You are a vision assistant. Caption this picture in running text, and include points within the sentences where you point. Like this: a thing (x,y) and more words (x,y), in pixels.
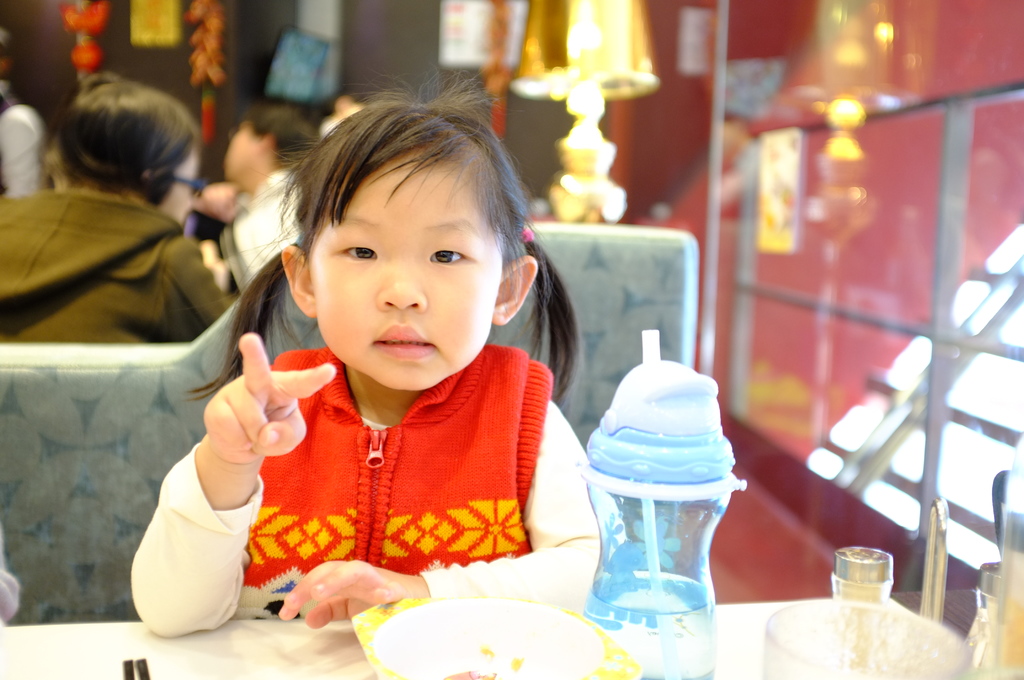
In this image i can see a child (382,435) is sitting on a chair (153,420) in front of a table (308,642) and few other people (117,210) behind her.
